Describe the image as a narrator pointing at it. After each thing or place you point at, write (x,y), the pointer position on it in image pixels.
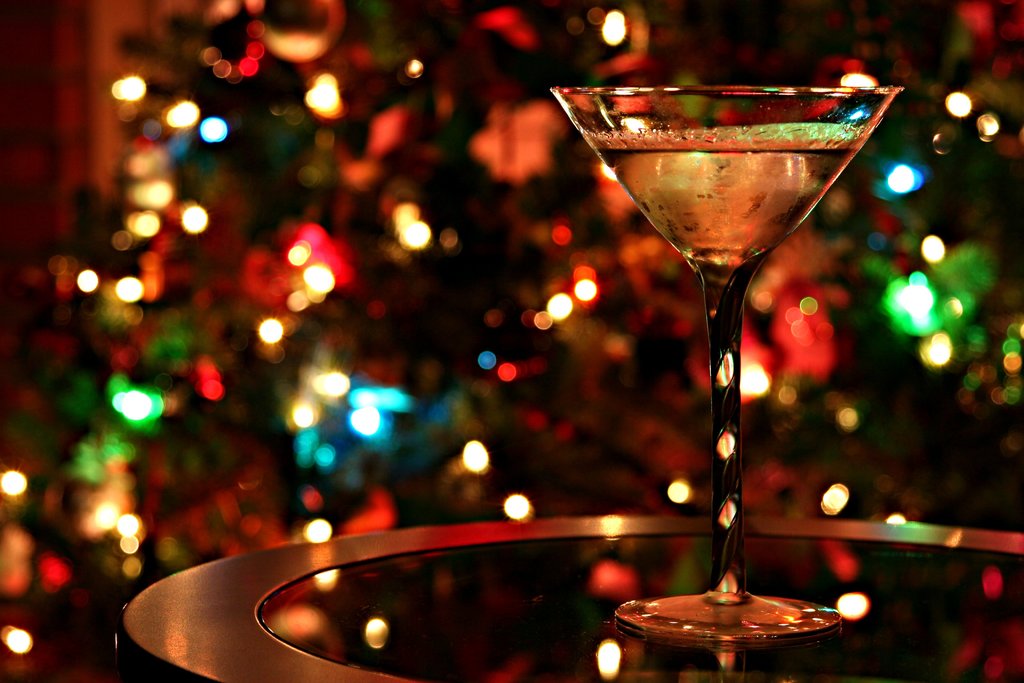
In this image in the front (459,594) there is a table (527,616) and on the table (503,626) there is a glass (703,246) and the background (846,292) is blurry.
